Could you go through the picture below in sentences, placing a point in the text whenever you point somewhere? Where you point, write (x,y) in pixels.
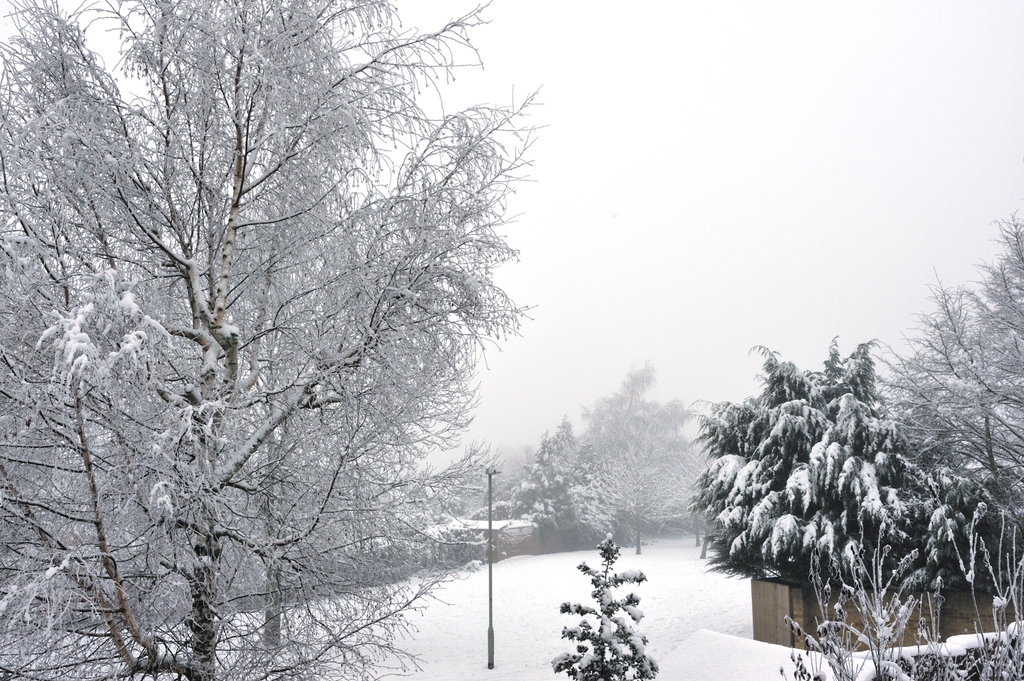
This image consists of many trees (845,492) along with the snow (652,612). At the bottom (651,649), there is snow (687,671) on the ground (687,671).
